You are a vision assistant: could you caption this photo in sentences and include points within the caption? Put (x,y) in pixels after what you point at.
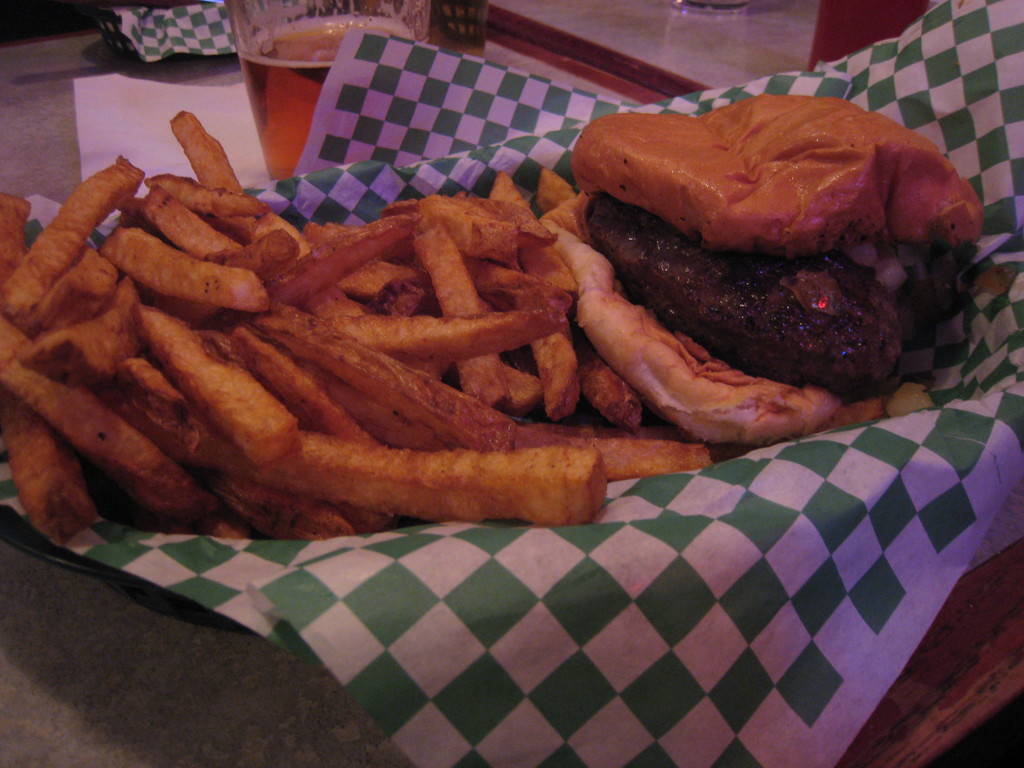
In this picture we can see a plate (368,581) with a paper (410,581) and on the paper (440,576) there are some food items (364,406) and the plate (204,558) is on an object (135,677). Behind the plate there is a glass (280,54) with some liquid (296,43), paper (134,94) and other things (146,26).
